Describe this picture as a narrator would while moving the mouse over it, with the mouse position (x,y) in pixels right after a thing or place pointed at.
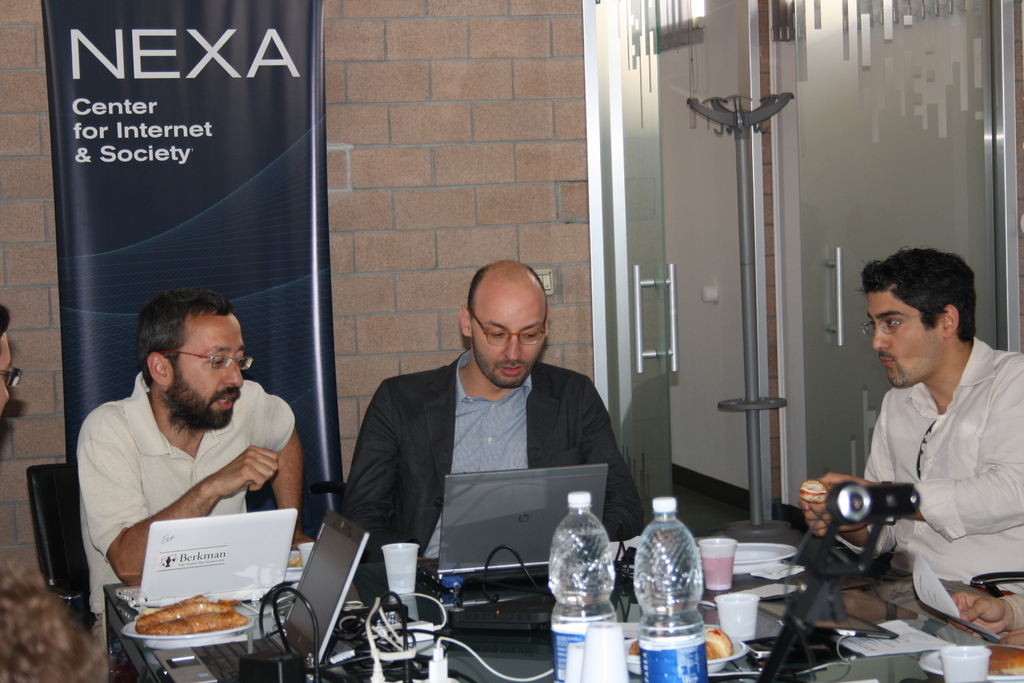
There are three members (437,452) sitting in the chairs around the table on which some bottles (685,613), laptops (463,524), food items (201,620), cups (411,559) and chargers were placed. All of them wear spectacles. In the left side (7,393) there is another man (0,379) sitting. In the background (394,198) there is a wall (353,158) and a poster (230,206) here.
